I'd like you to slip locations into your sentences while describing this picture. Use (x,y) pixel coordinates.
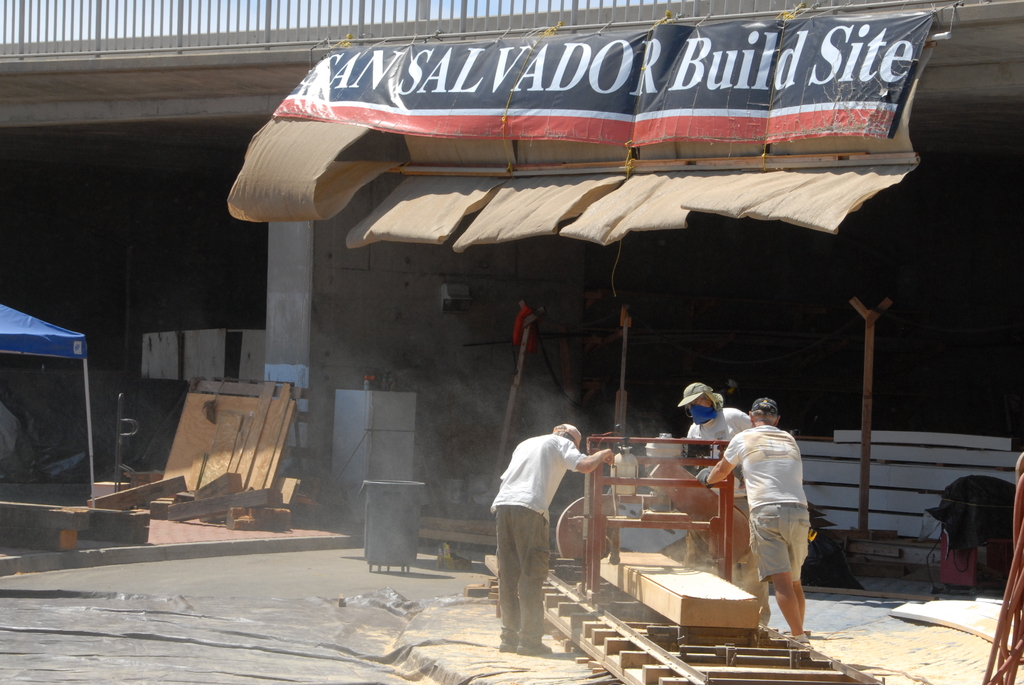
In this picture we can see group of people (695,436), in front of them we can see a machine (578,600), in the background (477,94) we can find a hoarding (454,79), tent (39,342), wooden blocks (120,492) and a refrigerator (354,429), and also we can see a building (255,245).
